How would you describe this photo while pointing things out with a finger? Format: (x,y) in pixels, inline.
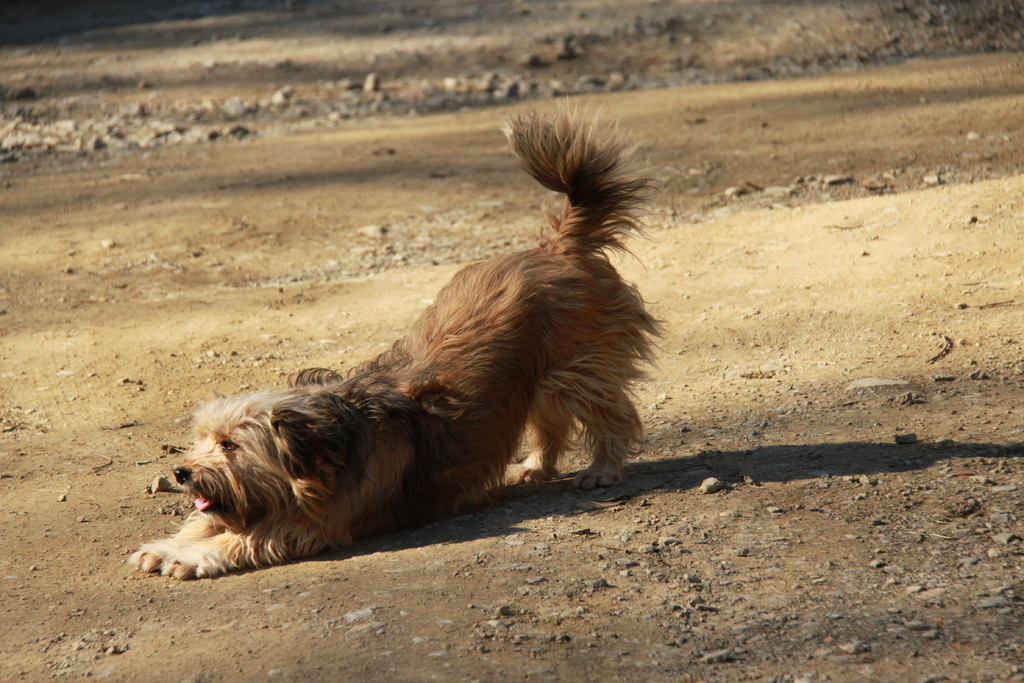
In the center of the image (396,439) can see a dog (519,300) and there are stones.
